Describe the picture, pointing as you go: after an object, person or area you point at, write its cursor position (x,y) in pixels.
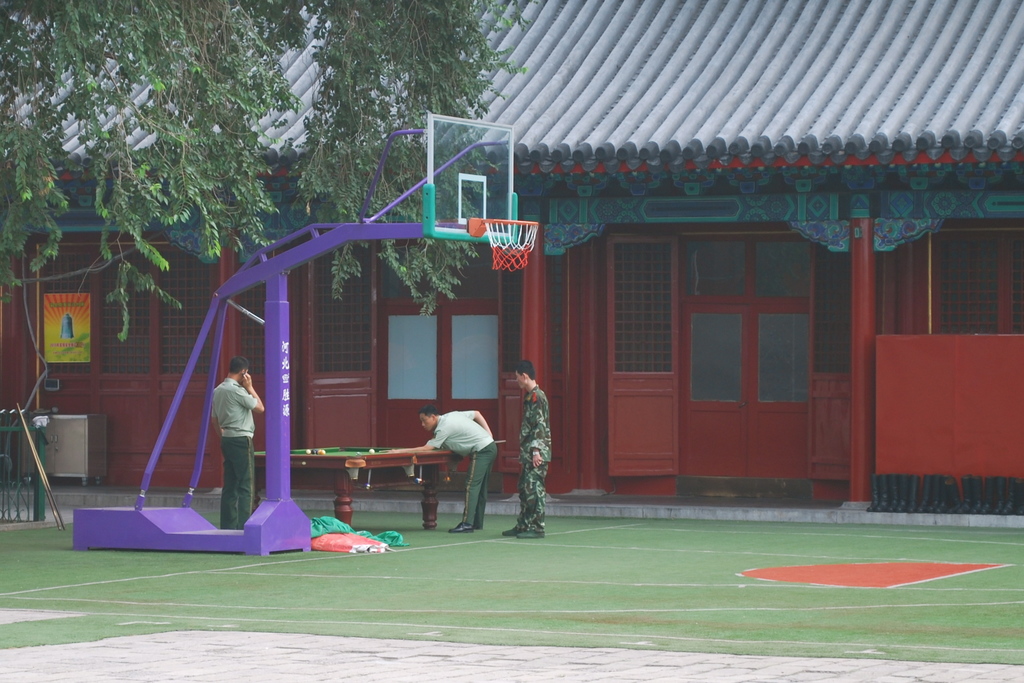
In this image, on the left (231,457), there are three people (411,449) on that one man (452,442) is playing snooker game and there is basketball net (504,243) and tree (342,130). In the middle (587,445) there is a house (668,348) and door (739,344).
